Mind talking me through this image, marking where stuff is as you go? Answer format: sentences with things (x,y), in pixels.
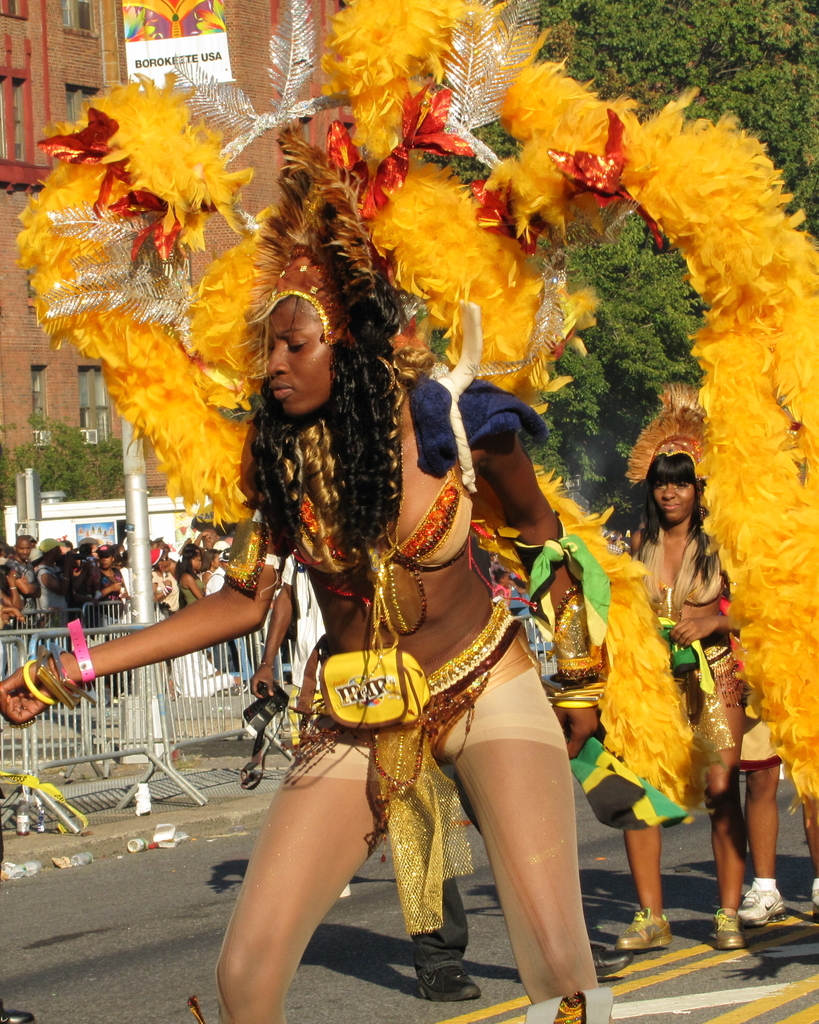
This picture is clicked outside the city. Here, we see women (404,789) wearing costumes (398,615) are performing on the road (213,896). Beside them, we see an iron railing (147,740). Beside that, we see people (172,584) standing. In the background (44,95), we see a building (245,70) which is made up of red colored bricks (33,15). We even see the trees (627,263).
